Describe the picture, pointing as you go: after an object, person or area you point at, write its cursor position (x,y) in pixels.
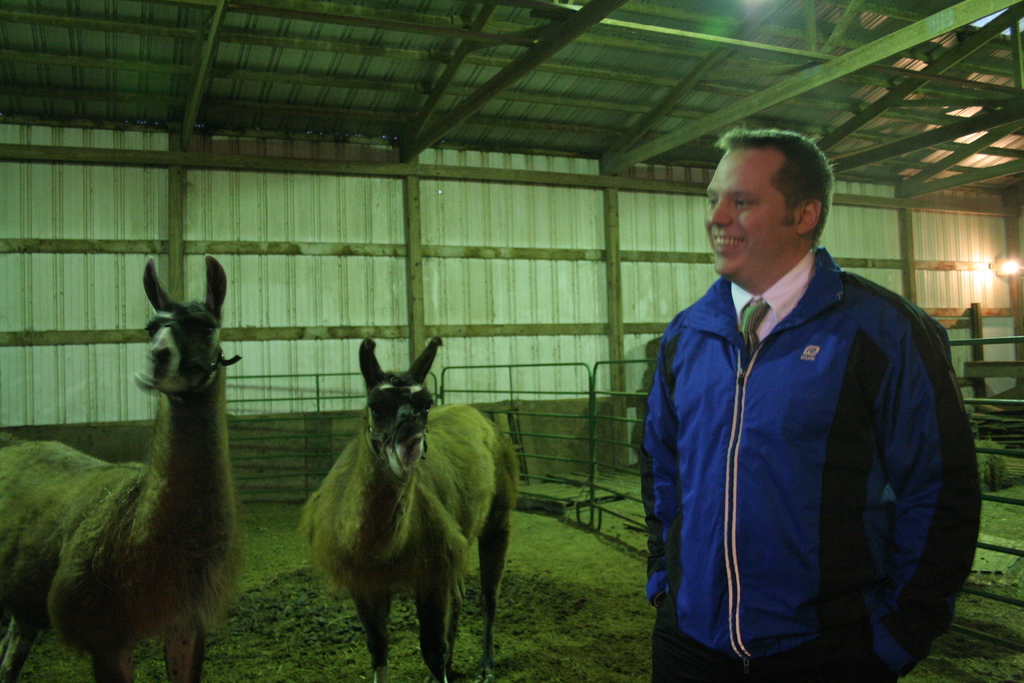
In this picture in the front (826,273) there is a person (825,387) standing and there are animals (379,548). In the background (563,412) there is a fence (575,416) and there is a wall (569,301) and there is a light (1000,269). On the top (589,98) there is a roof (668,64).
